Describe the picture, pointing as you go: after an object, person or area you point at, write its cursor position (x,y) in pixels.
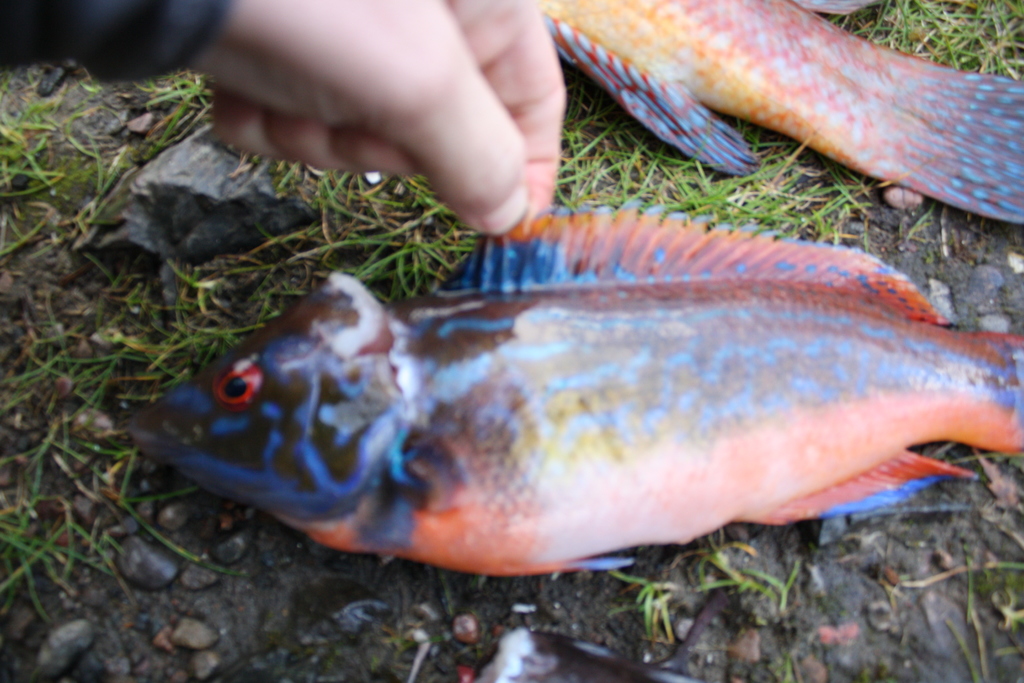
In this image we can see persons hand (356,38). There are two fishes (613,300) on the grass (881,23). At the bottom of the image (191,633) there are stones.
